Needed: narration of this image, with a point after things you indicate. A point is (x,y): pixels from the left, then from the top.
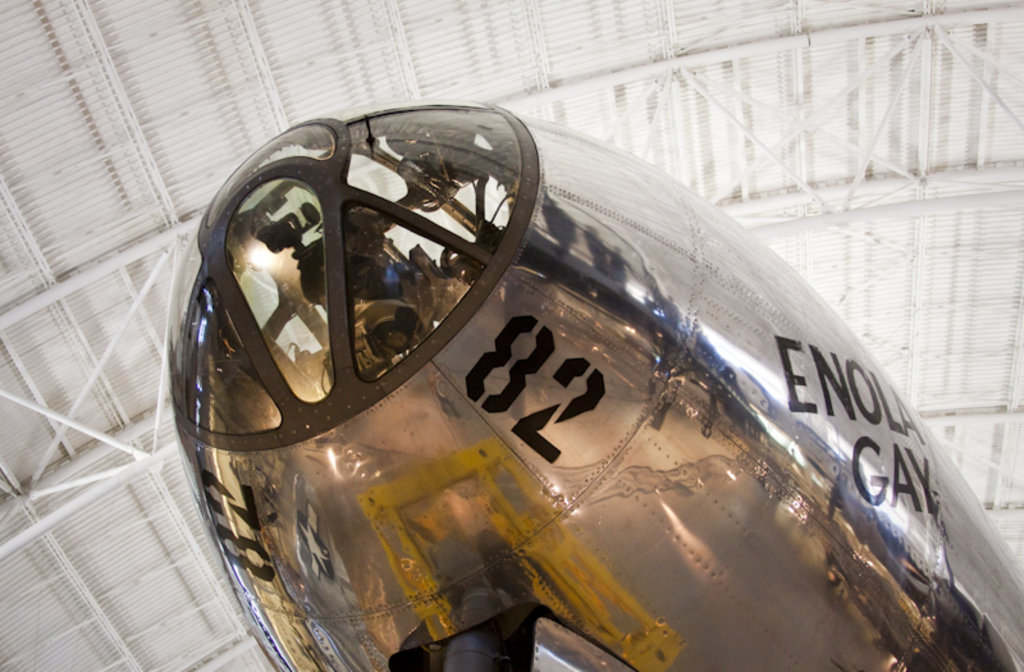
In this image we can see an aircraft (534,467) and some text (570,367) written on it. There is a roof (192,161) above the aircraft (448,291).
